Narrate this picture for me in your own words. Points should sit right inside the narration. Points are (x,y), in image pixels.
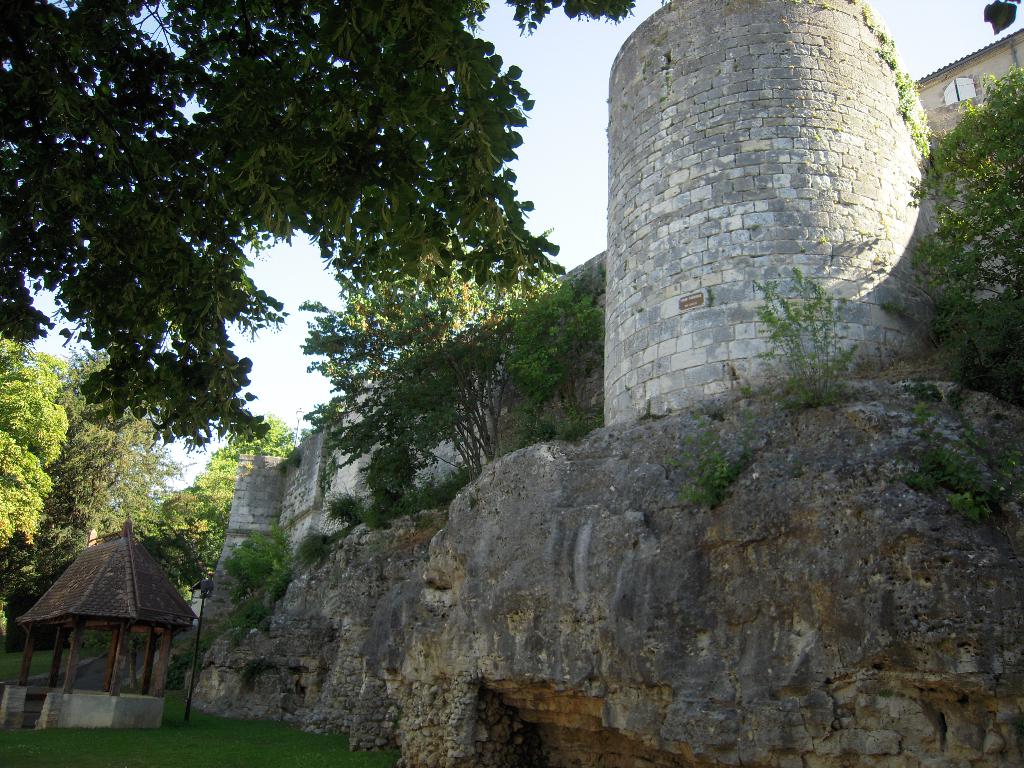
In this image we can see a structure (419,699) which looks like a castle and there is a hut (115,662) on the left side of the image (105,566). We can see some plants (919,132), trees (325,236) and grass (223,747) on the ground (177,725) and at the top (551,198) we can see the sky (537,211).
